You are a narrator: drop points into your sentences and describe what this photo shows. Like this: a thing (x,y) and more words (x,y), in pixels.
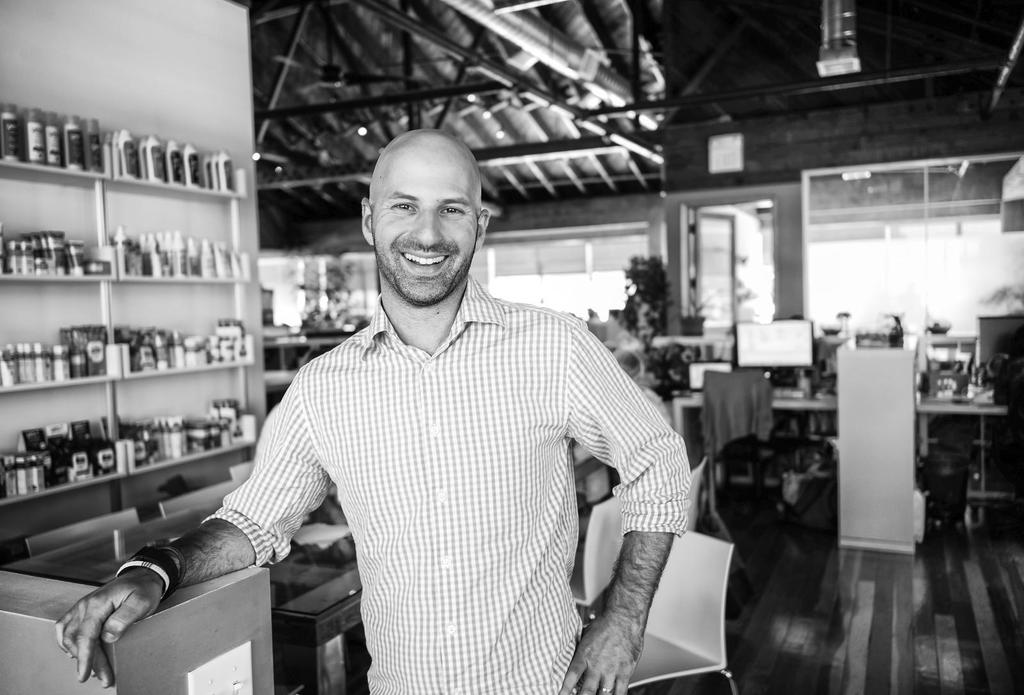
This is a black and white image. Here is the man (433,439) standing and smiling. I can see the bottles (151,161) and few objects (93,471) are placed in the rack (58,309). This is the table (315,600) with chairs (705,597). This looks like a houseplant (662,361). Here is the roof (567,35). I can see a table (836,397) with a monitor (799,358) and few other objects (958,387) on it.
